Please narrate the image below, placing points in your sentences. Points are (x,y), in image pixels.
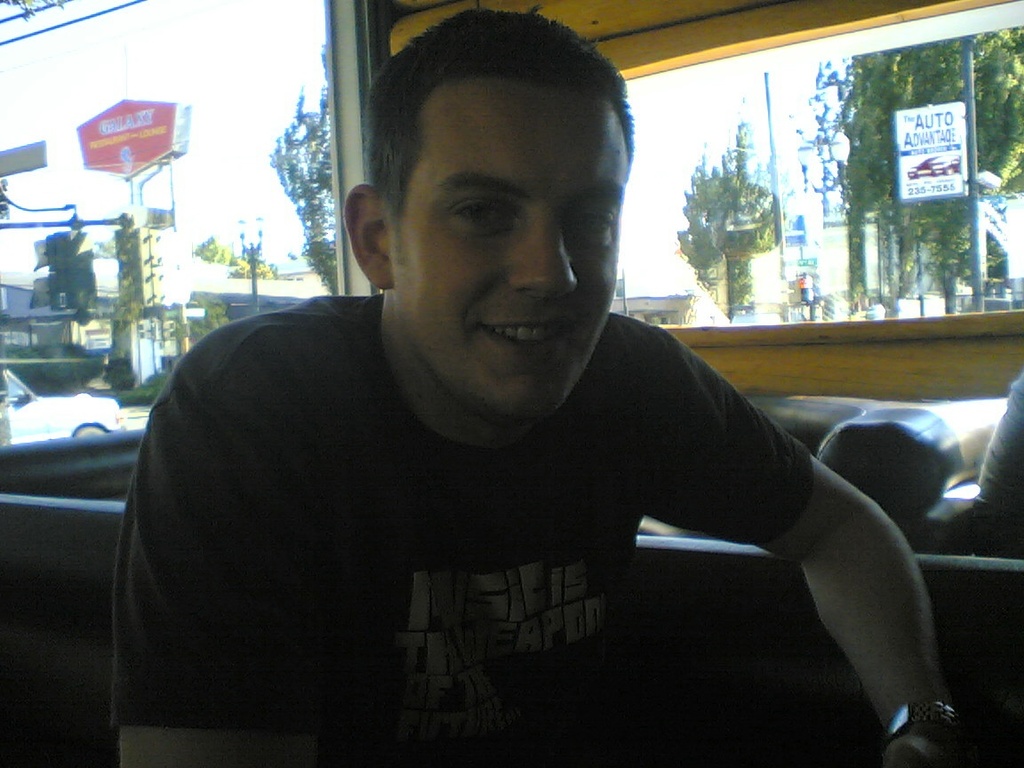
Here we can see a man (440,455) and he is smiling. In the background (277,266) we can see trees (902,231), poles (837,172), boards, vehicles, and sky (255,45).
